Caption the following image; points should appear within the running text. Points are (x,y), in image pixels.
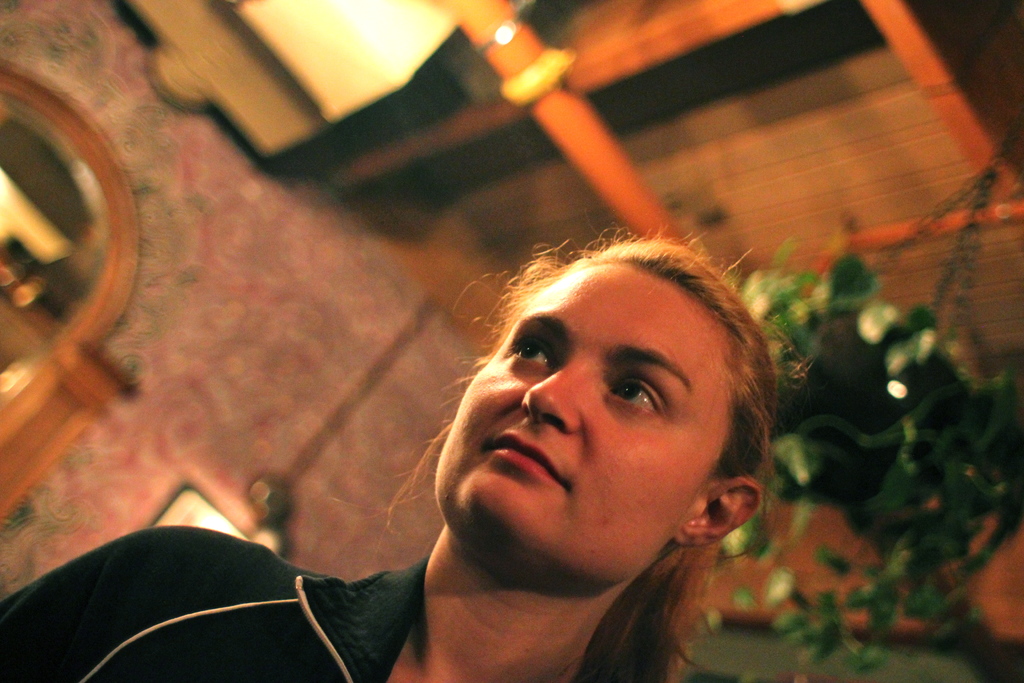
In this image, we can see a girl (445,478) wearing clothes (87,587) and standing. We can see a blurred background (973,13).
